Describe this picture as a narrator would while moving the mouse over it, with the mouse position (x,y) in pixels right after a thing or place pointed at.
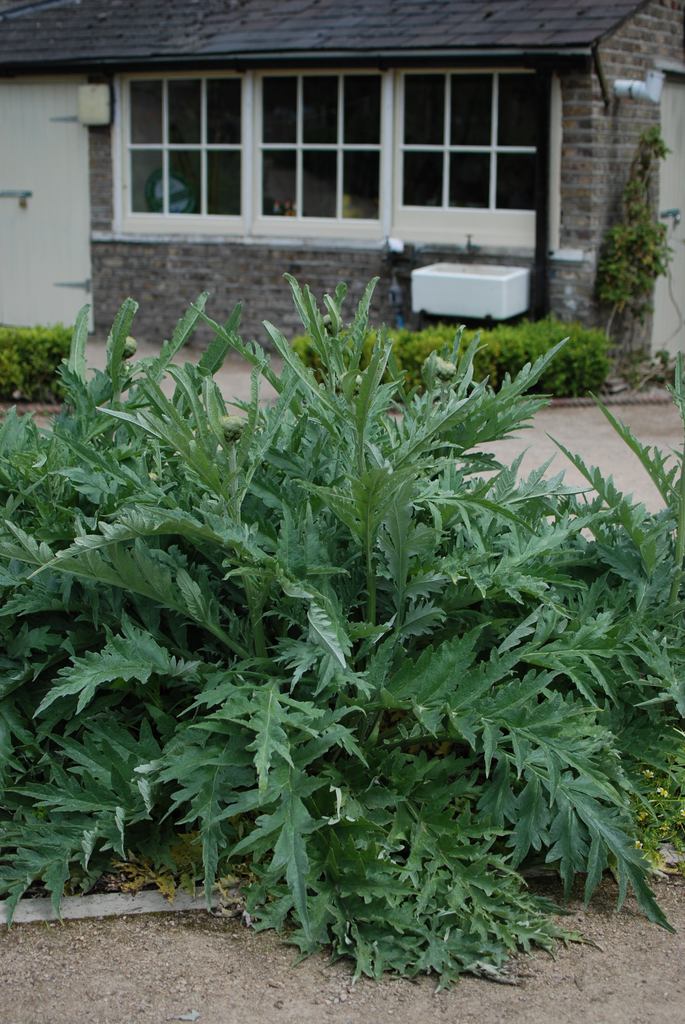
In the foreground of the image (267,673) there are plants (248,499). In the background of the image (132,46) there is a house (219,310), windows (234,152). At the bottom of the image (170,943) there is ground (194,945).
